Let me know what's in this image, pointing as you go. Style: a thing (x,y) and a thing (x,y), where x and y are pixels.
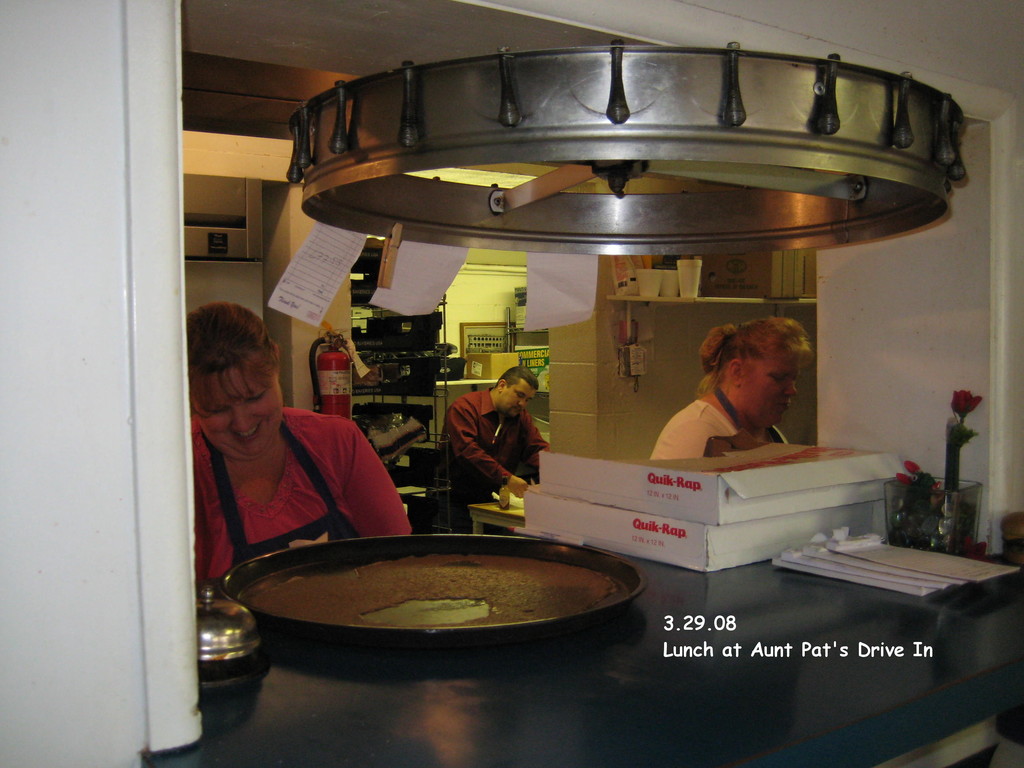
In this image, I can see a man (494,461) and two women (718,416). In front of the women (351,504), I can see a plate (518,547), cardboard boxes (698,544), flower vase (894,517) and few other objects (217,641) on a table (631,706). Behind the women (368,501), there are objects (432,386) and I can see a fire extinguisher (348,373) attached to a wall (340,312). At the top of the image (319,238), I can see the papers (406,249) hanging to an object (556,234). In the bottom right side of the image (763,641), I can see a watermark (763,641).
